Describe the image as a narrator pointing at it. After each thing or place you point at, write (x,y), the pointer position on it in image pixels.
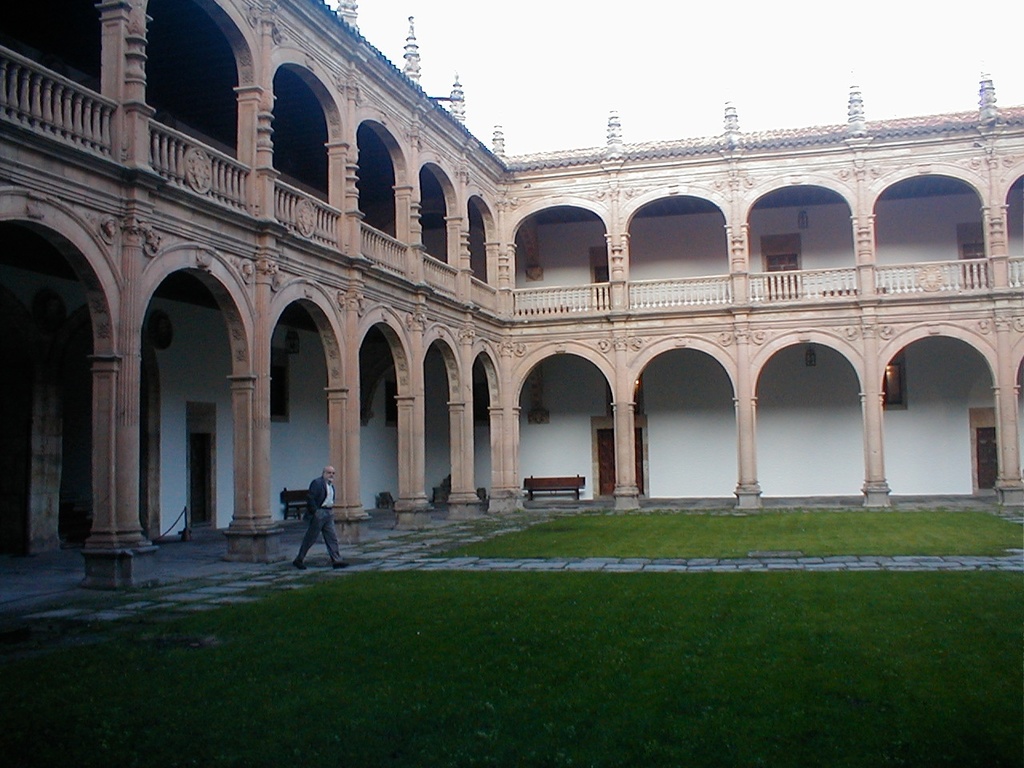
In this image I can see the ground (687,596), some grass (687,596) on the ground (728,594), a person (332,515) wearing black blazer (327,504), white shirt (330,504) and grey pant (328,545) is standing on the ground (287,558). I can see the building (384,272) which is cream and white in color, a bench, few windows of the building (804,380) and few doors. In the background (598,73) I can see the sky (659,82).
